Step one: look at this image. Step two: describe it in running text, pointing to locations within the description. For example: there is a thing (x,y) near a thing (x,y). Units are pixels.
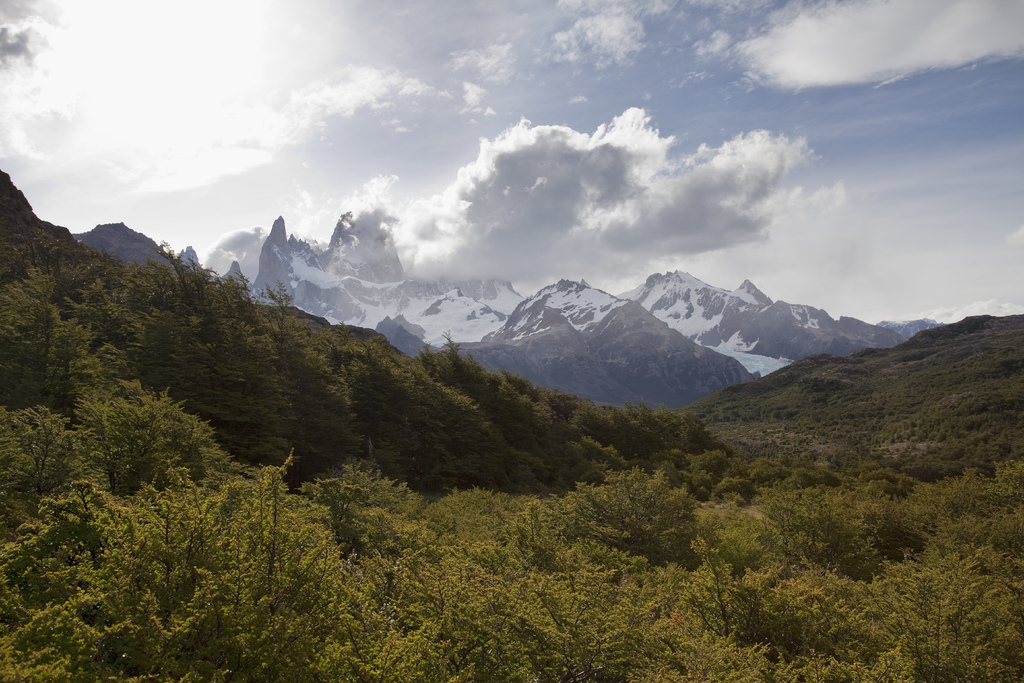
In this image there are trees (670,492), mountains (688,300) and the sky (893,200).
